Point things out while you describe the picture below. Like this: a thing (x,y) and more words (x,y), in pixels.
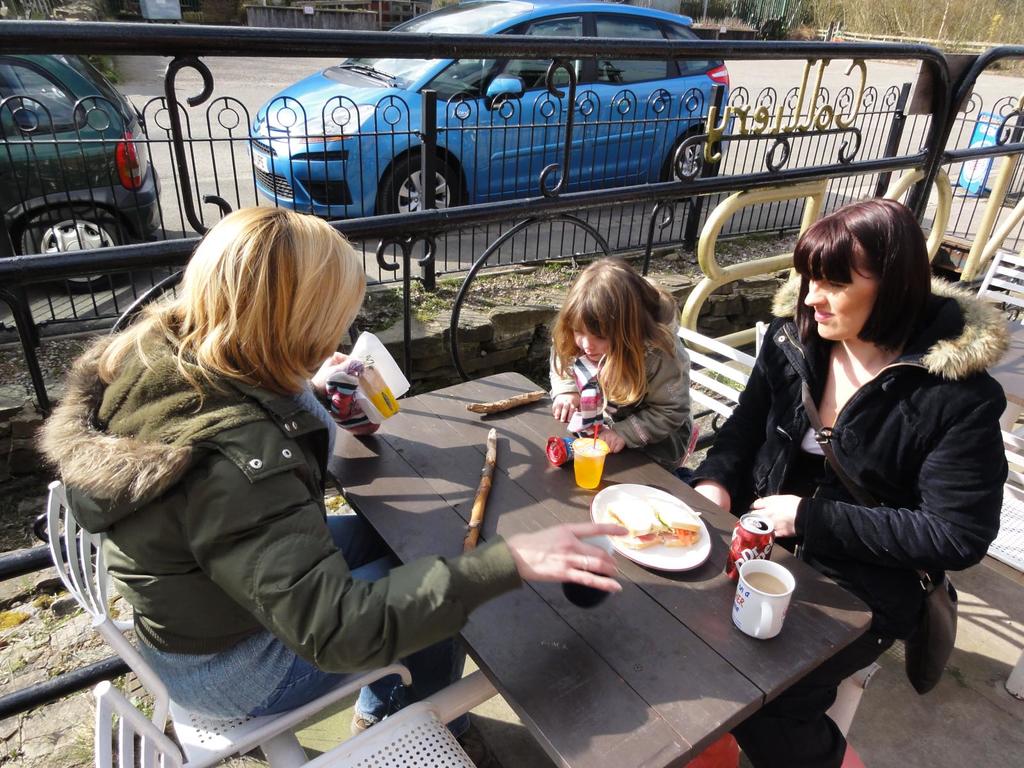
As we can see in the image, there are three people (291,471) sitting on chairs (165,708). In front of them there is a table (633,605). On table (654,693) there is a cup (762,619), tin (755,529), plate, glass (597,451) and beside them there is a fence (880,165) and on road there are two cars (345,73).
